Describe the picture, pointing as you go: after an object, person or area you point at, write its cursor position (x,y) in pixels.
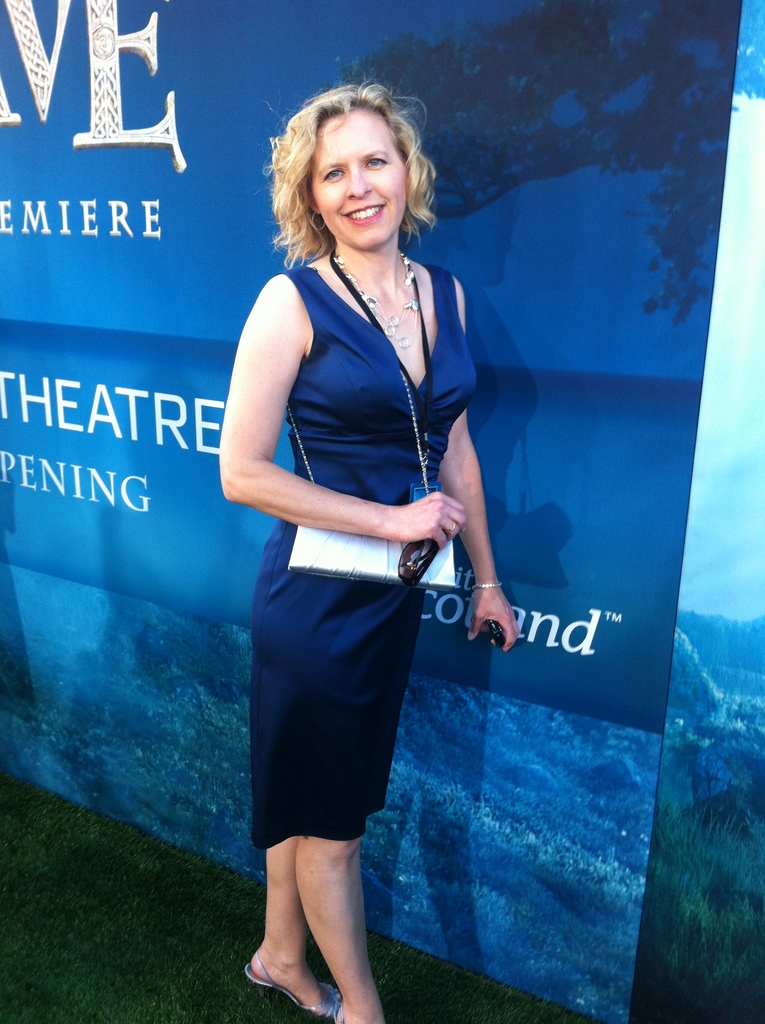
In this image I can see a woman (350,588) wearing blue colored dress (321,577) is standing and holding few objects (334,566) in her hand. I can see a blue colored banner (571,350) behind her.
